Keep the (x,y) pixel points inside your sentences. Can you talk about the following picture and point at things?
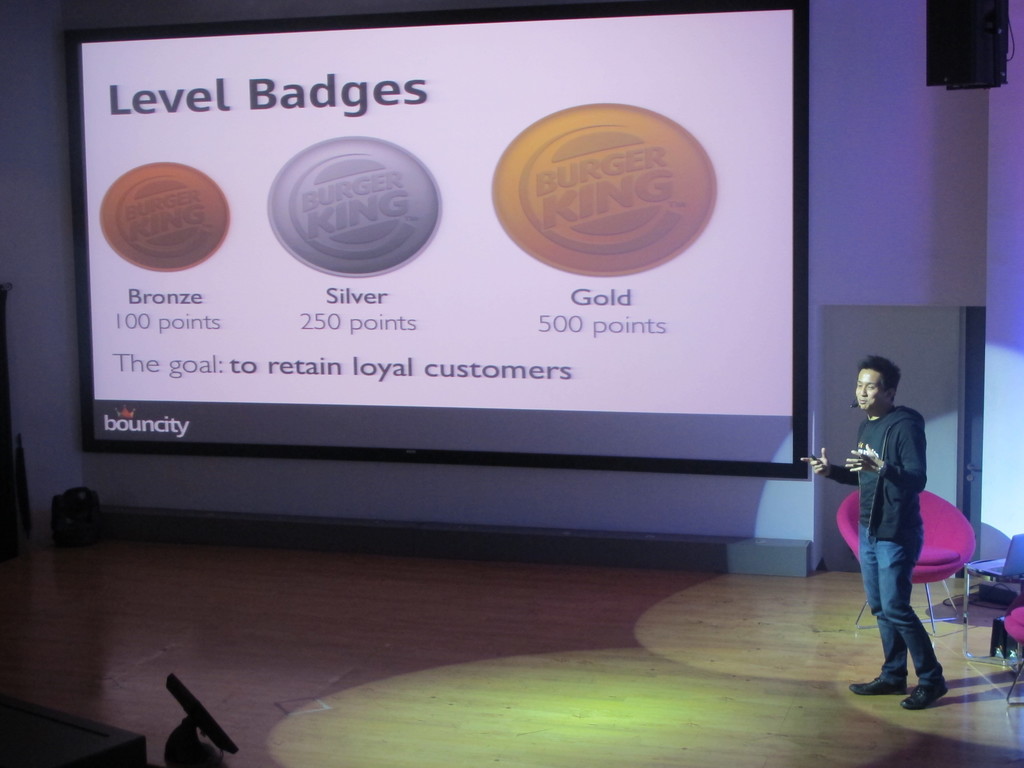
This image is taken indoors. At the bottom of the image (489,678) there is a floor (529,669) and there are two lights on the floor (106,657). In the background (892,197) there is a wall (64,290) and there is a projector screen (360,200) with a text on it. There is a speaker box (939,76). On the right side of the image (946,575) there are two empty chairs (927,548) and there is a table (965,635) with a laptop (998,569) on it. A man (918,663) is standing on the floor (945,751) and talking.
